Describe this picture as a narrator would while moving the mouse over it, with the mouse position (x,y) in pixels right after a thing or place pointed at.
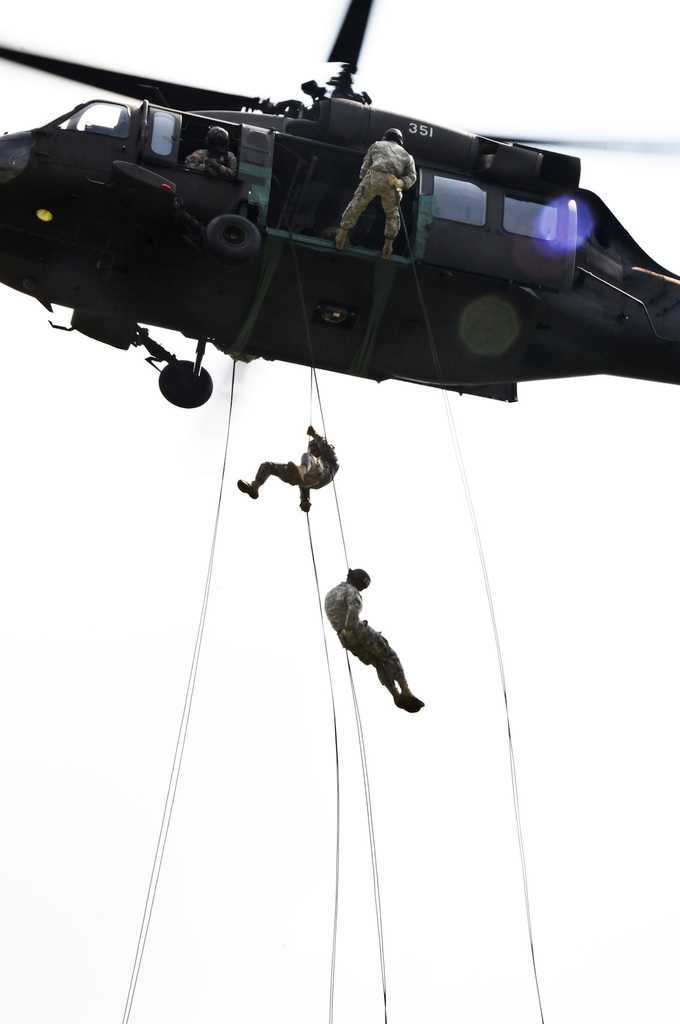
In this image, we can see persons (403,682) wearing clothes (391,682). There is a helicopter (414,200) at the top of the image (190,150). There are two persons (325,483) in the middle of the image hanging on ropes (308,529).
